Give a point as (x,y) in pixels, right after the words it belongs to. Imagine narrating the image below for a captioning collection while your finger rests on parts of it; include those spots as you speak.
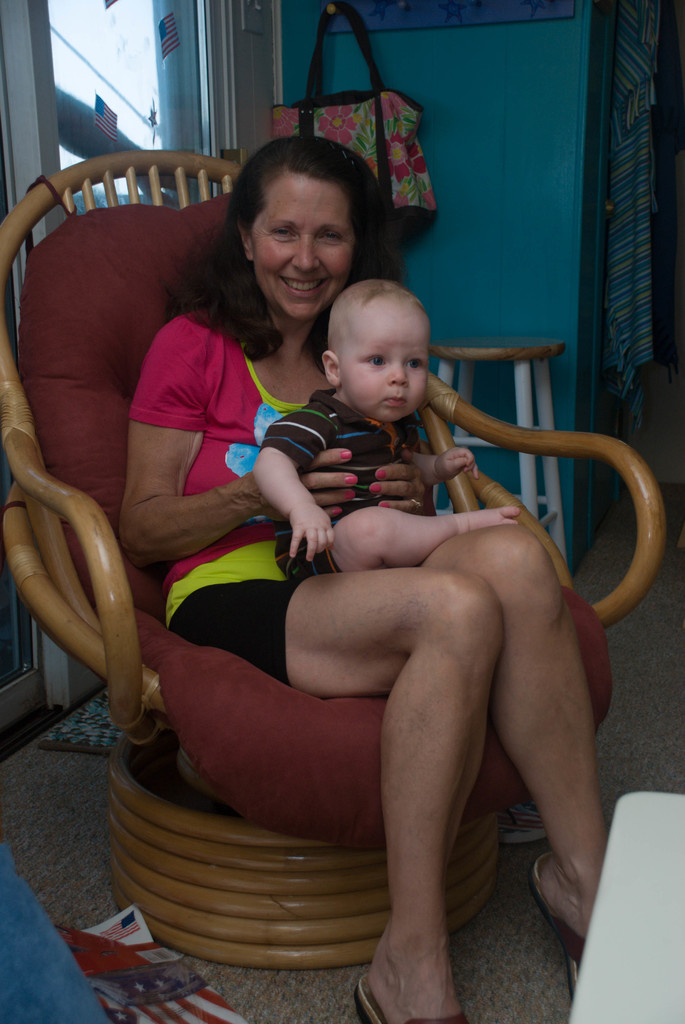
There is a woman (194,450) sitting on a chair (188,655) in the image, she is holding a baby (353,467). At the back (404,151) there is a stool (536,372) and a bag (409,132) to the hanger (360,10).
